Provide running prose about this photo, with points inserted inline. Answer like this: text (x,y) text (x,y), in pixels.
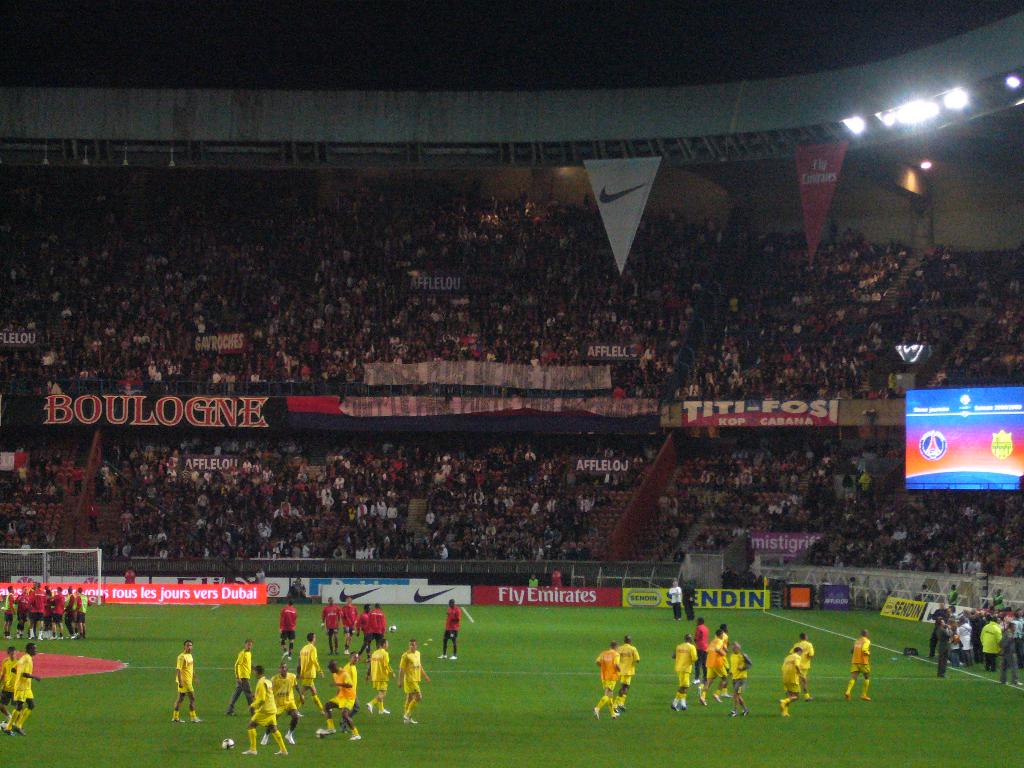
In the picture I can see the sports persons (84,595) on the ground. There is a goal post (58,549) on the left side (58,549). I can see a few people (1005,639) standing on the side of the ground (977,671). In the background (461,439), I can see the spectators (569,469) on the stands (616,475). I can see the lighting arrangement (922,127) on the top right side (911,125). I can see a screen (915,394) on the right side (938,431).
